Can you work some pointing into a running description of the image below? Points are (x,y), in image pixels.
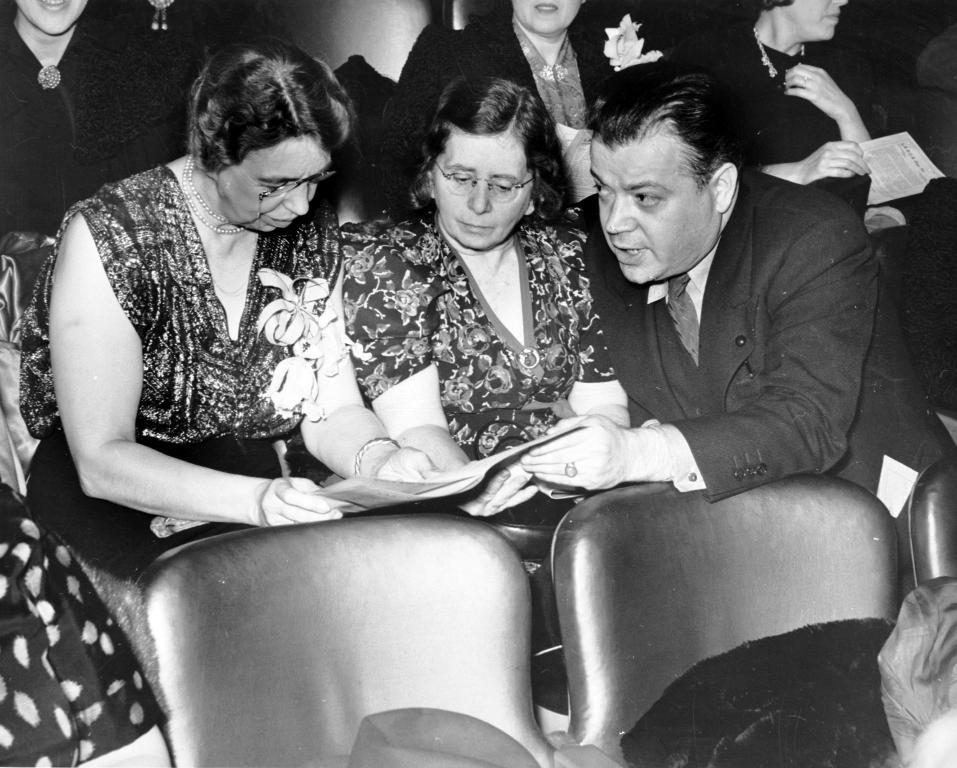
This is black and white image, in this image people (362,323) are sitting on chairs (236,546).
